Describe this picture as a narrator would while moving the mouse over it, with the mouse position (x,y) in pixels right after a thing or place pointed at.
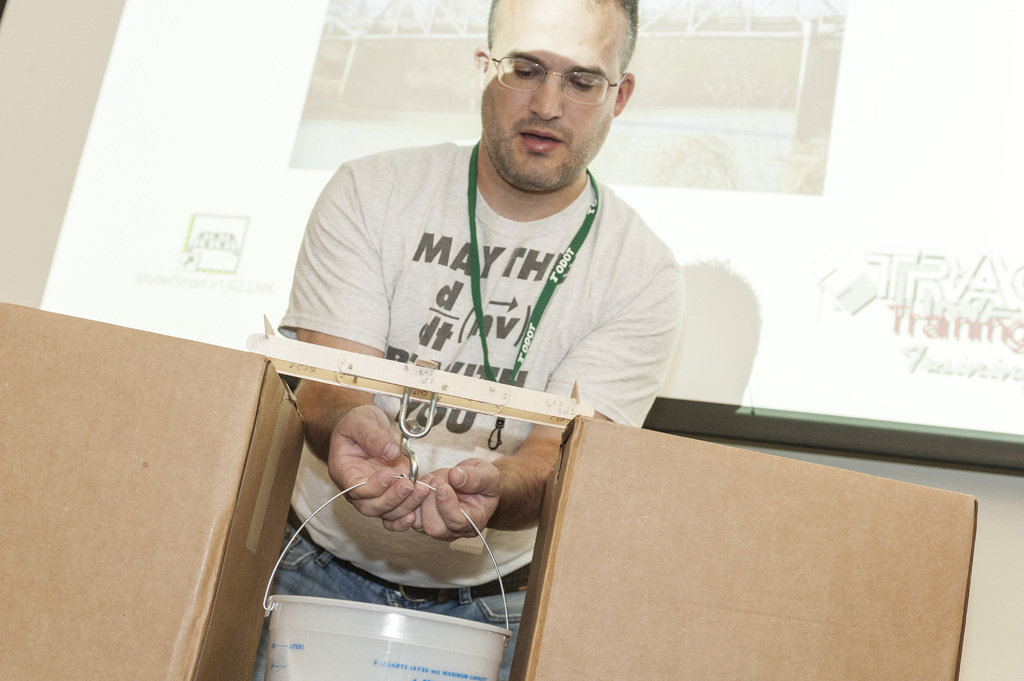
In this picture, we see the man (463,299) in white T-shirt (591,274) is hanging the white bucket (438,628) to the hook (430,403). He is wearing the spectacles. Beside that, we see brown color boxes (598,546). Behind him, we see the projector screen (712,194) which is displaying something. On the left side (47,137), we see a white wall (35,104).
